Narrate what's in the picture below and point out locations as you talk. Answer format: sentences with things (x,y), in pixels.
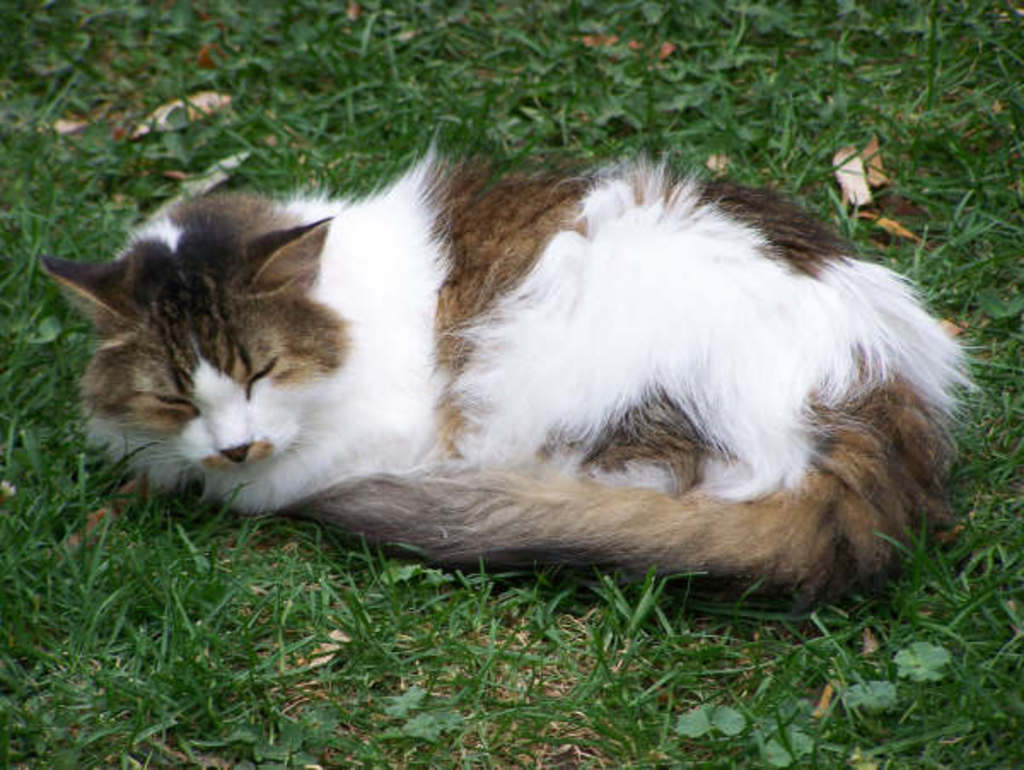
In this image I can see a cat (618,360) which is white, brown and black in color is laying on the grass (351,643) which is green in color. I can see few leaves (894,217) on the ground (401,93) which are brown in color.
